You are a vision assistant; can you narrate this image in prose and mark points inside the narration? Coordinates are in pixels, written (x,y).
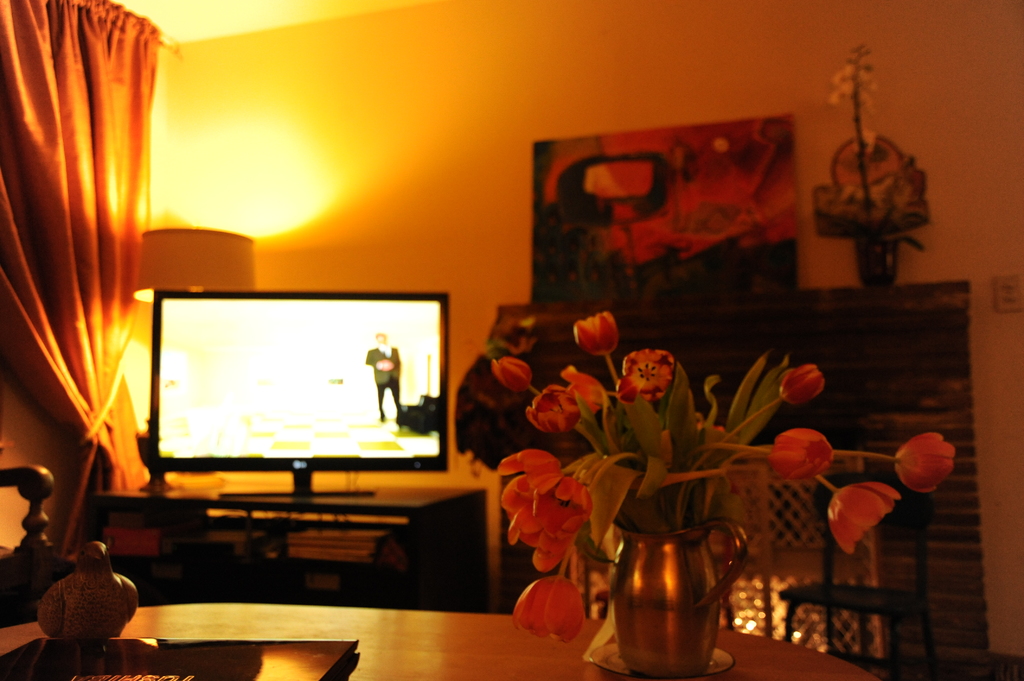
As we can see in the image there is a wall (423,132), banner (617,216), flower flask (673,617), curtain (102,150) and a screen (288,367).
